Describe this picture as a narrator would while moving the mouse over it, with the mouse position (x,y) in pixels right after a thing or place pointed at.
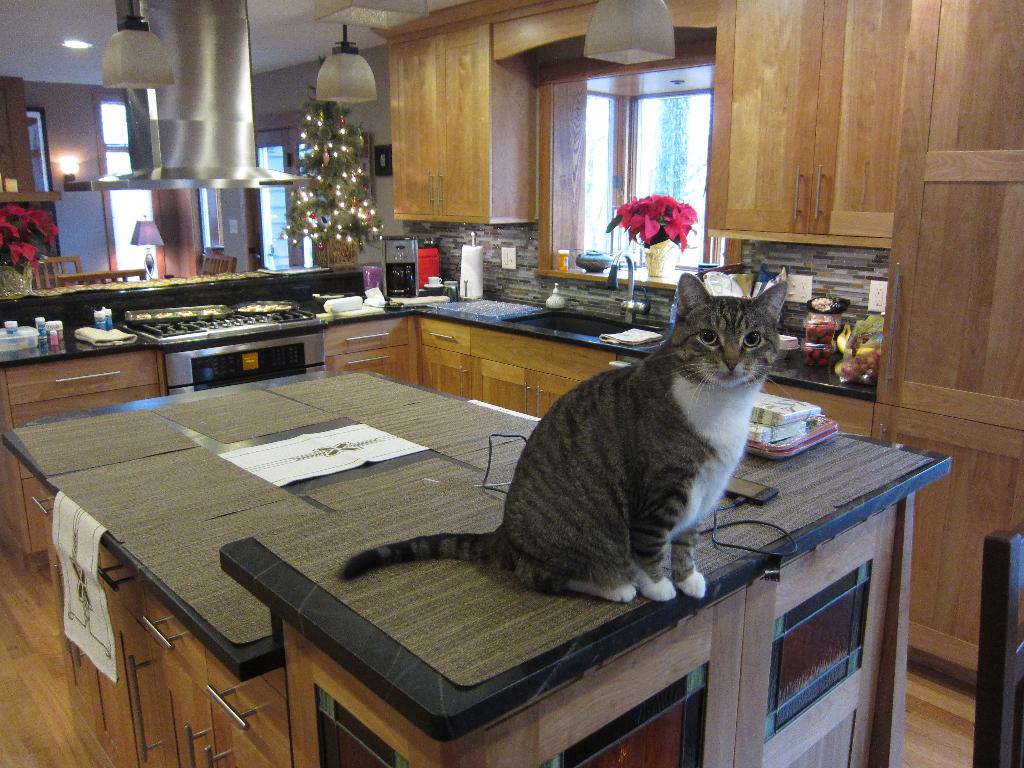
This picture is clicked in room (45,669). In front of picture, we see a cat (550,441) which is sitting on a table (379,733). Behind that, we see a counter top (66,355) on which flower vase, bottle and plastic box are placed. We even see a gas stove (173,325). Behind that, we see Christmas tree (309,216). Beside that, we see cupboard (507,136) and window (595,182).
